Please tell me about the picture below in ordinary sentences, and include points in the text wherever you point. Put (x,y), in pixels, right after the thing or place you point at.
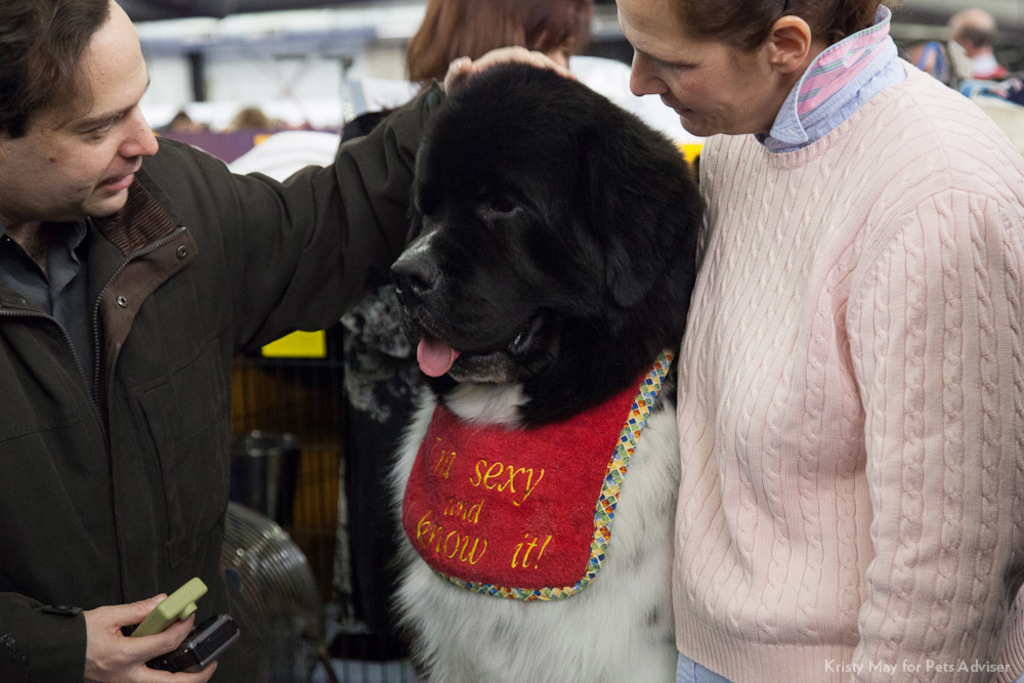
In this image I can see few people (84,9) and black color of dog (462,223).
